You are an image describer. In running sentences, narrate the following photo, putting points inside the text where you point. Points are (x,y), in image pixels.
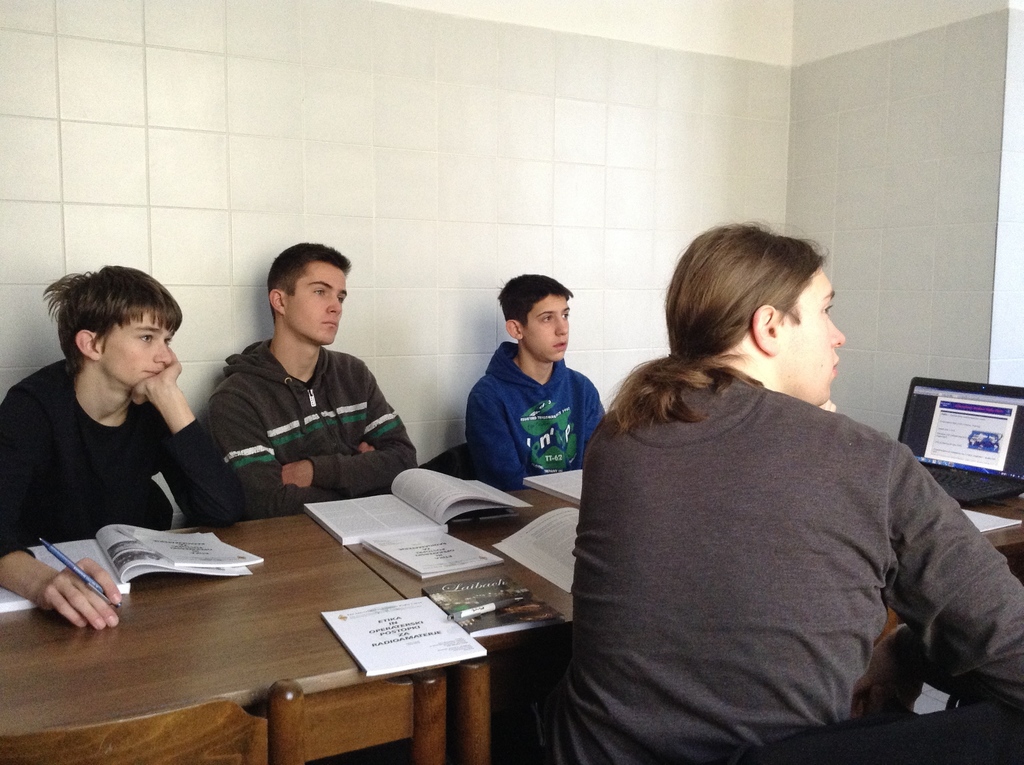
there is a room (382,350) in which people (378,475) are sitting in the chairs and having books (166,571) which are present on the table (242,609), there is a laptop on the table (49,699).
